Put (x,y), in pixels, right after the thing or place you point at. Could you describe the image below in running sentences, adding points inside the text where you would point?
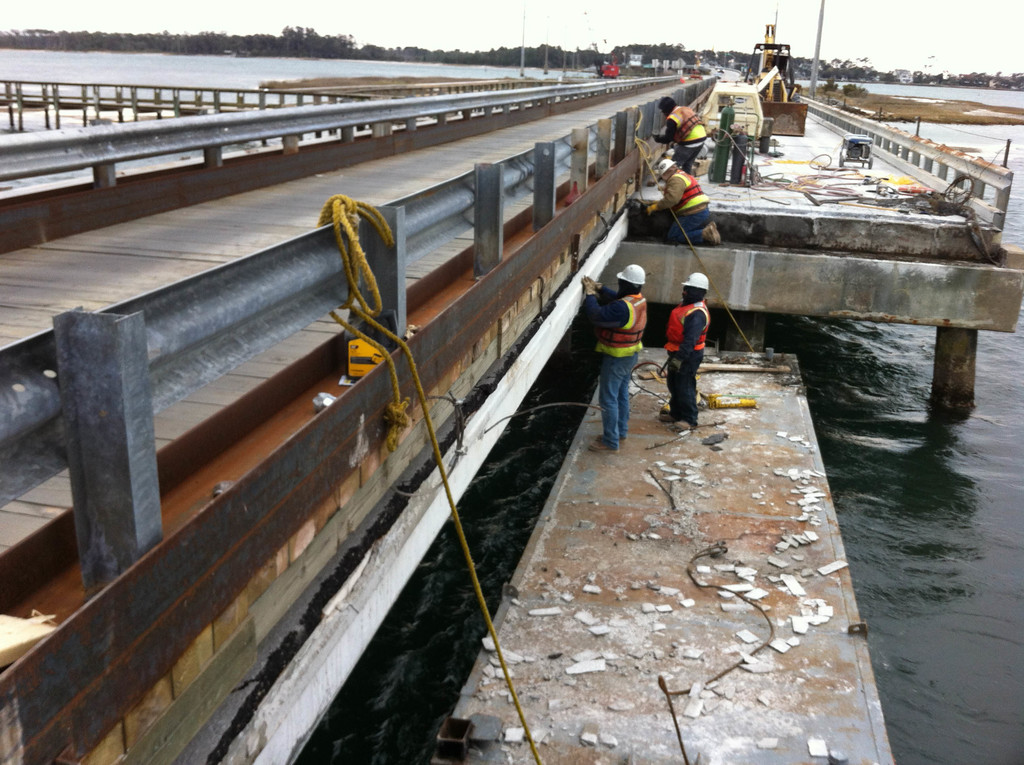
In this picture I can see few people (683,414) standing and working and I can see a crane (770,81) and few trees (604,63) and buildings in the back (1023,78) and I can see water (2,59) and a cloudy sky (640,28).
